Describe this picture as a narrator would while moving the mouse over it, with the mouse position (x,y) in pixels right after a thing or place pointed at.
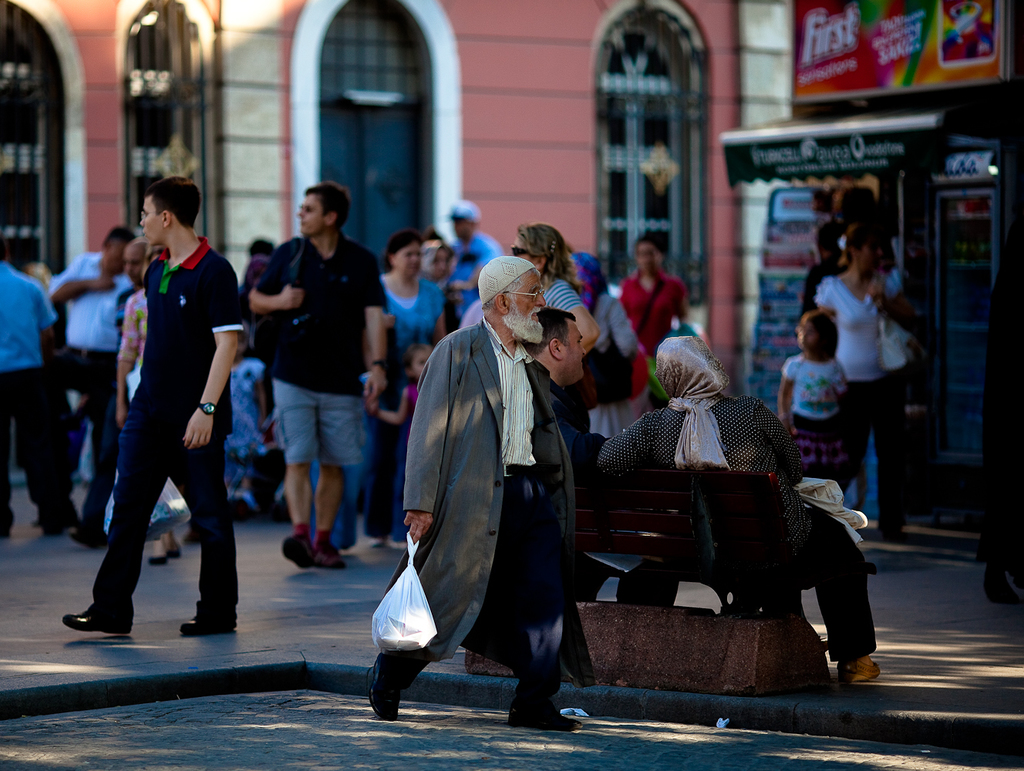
In this image we can see few people (357,334) on the road (271,616), two of them (660,372) are sitting on the bench (737,508), there are two buildings (782,116) and a board (915,63) attached to the building (964,130).
